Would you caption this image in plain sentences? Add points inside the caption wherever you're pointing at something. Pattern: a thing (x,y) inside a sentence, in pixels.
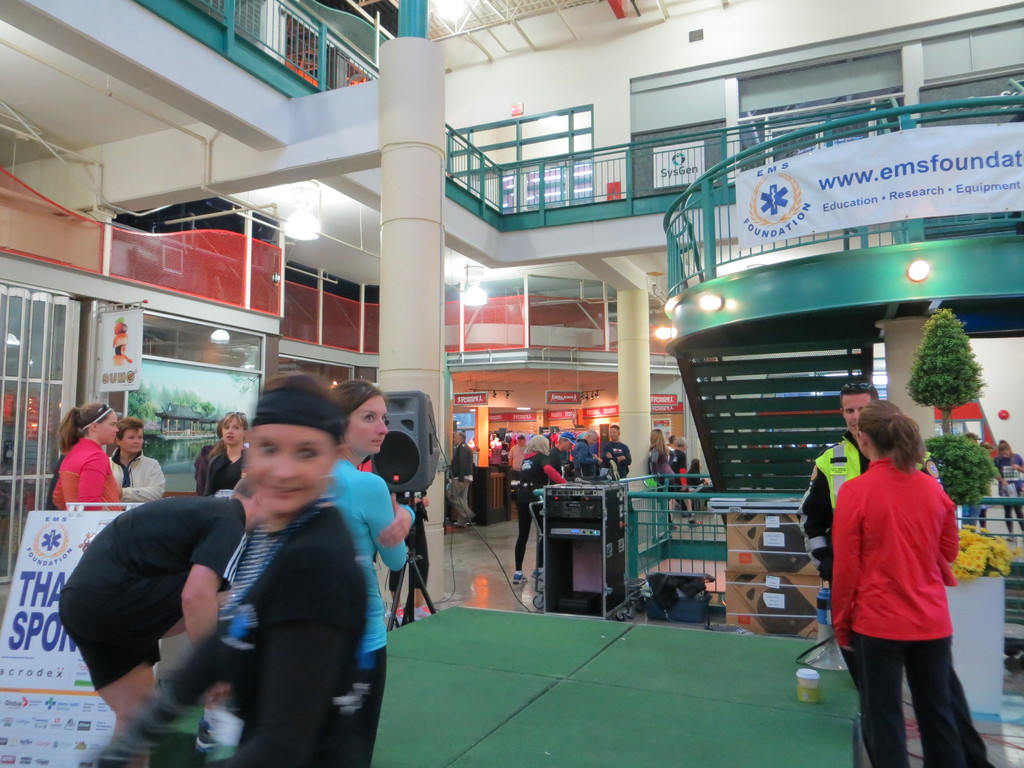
Image is taken inside the building (78,348). There are people (369,570) standing on the floor (549,634). There is a white color foundation banner (853,181) attached to the green color fence (683,206). Image also consists of lights (301,214), notice board (41,600), text board (66,550) and speakers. At the bottom (652,682) there is a green color carpet (781,714). Trees (967,389) and also flower pot (982,593) is also present.
